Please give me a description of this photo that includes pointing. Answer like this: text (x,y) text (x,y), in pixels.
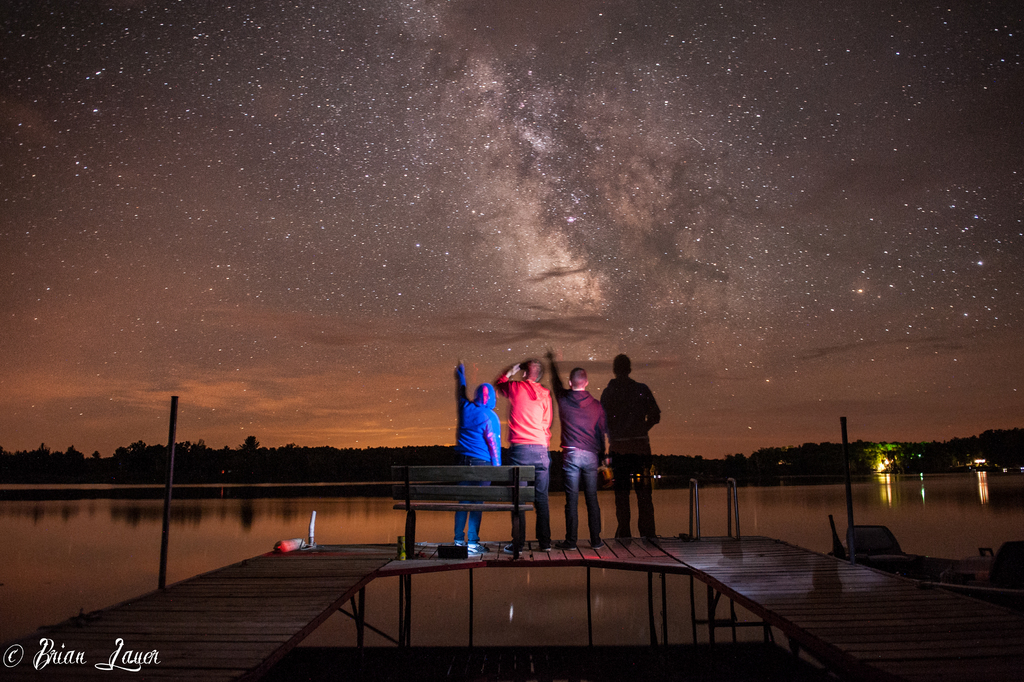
In this picture we can see four people (592,508) standing on the bridge (615,544) and in the background (603,533) we can see water (609,529), trees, sky (818,204).
